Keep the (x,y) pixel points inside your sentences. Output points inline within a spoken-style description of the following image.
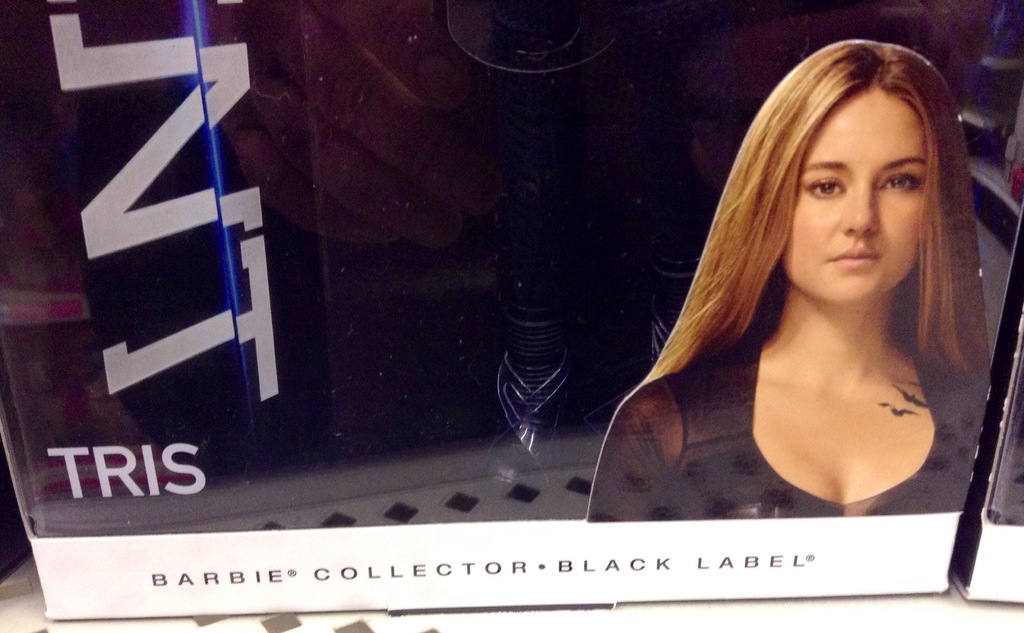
Here I can see a card box (438,251) on which there is some text (264,578) and an image (789,365) of a woman (806,281). This box (165,463) is placed on a white surface (372,622). On the right side (998,530) there is an object (999,460).
